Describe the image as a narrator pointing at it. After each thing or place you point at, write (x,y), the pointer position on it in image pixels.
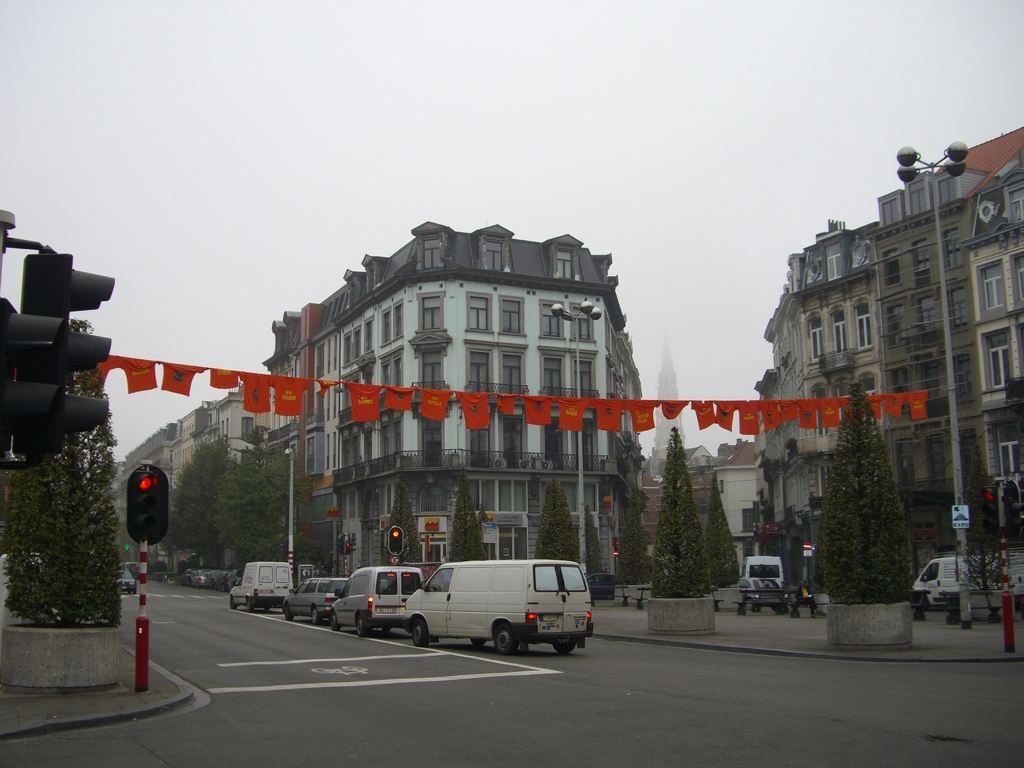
In this image I can see buildings (287,315) and street light poles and trees (841,470) and at the top (556,44) I can see the sky (828,76) in the middle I can see road (427,691), on the road (547,679) I can see vehicles (239,576) and traffic signal light (400,545) visible and I can see a orange color flags (535,418) attached to the rope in the middle (607,418).
